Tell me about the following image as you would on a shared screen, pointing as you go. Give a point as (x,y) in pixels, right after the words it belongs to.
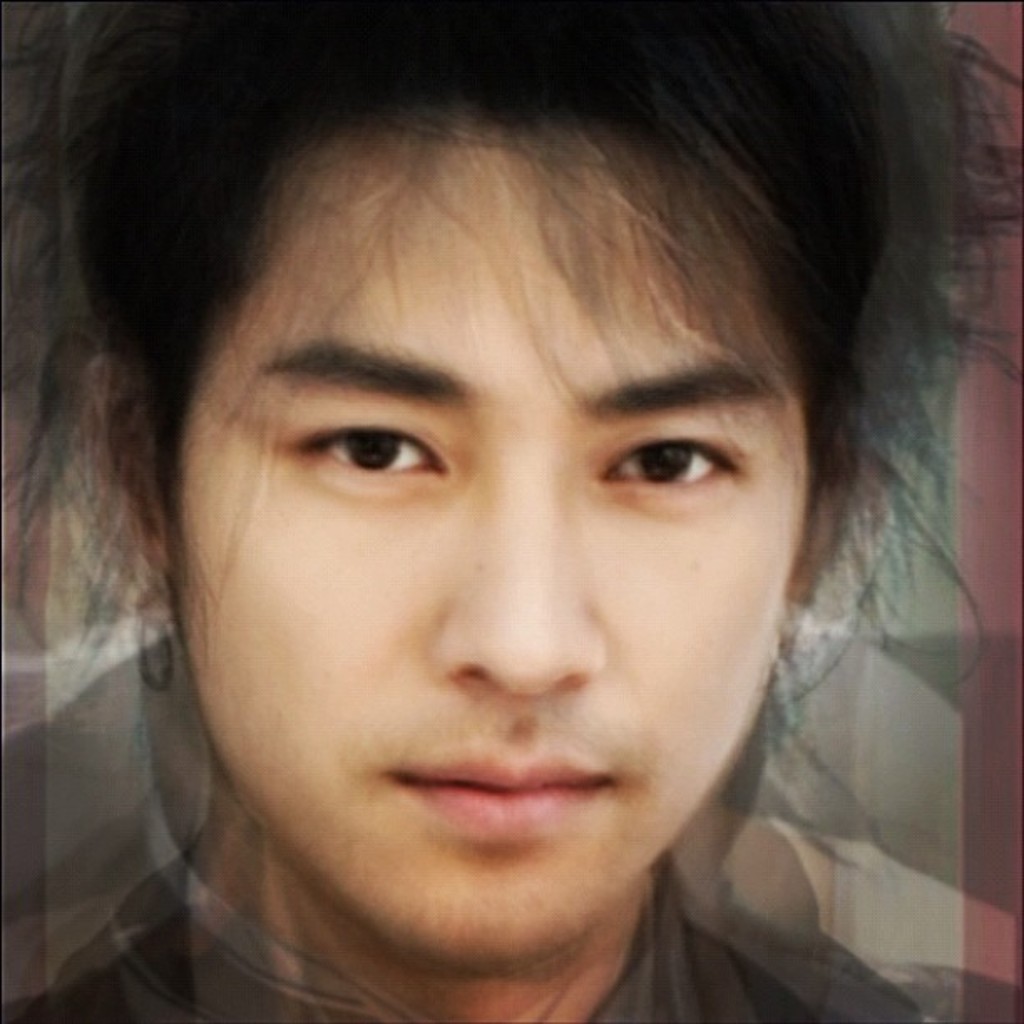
In this image I can see a person face (390,163).
